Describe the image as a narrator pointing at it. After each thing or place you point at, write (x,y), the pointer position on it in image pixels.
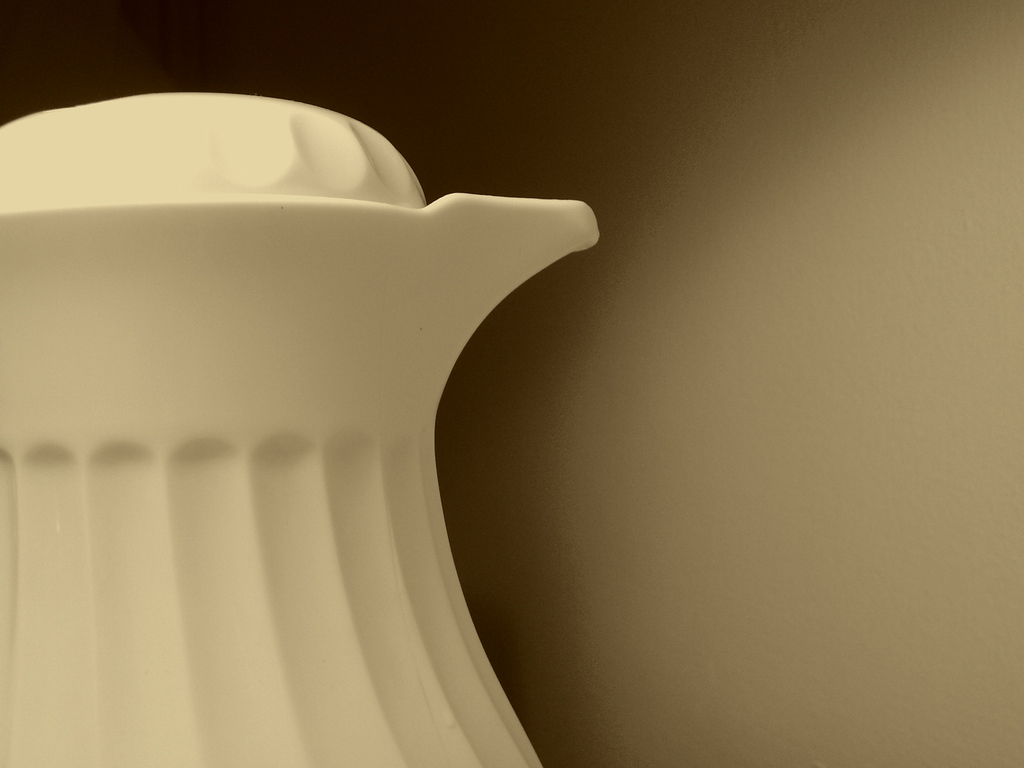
In this picture I can see a jug (457,352) and I can see plain background (667,183).
